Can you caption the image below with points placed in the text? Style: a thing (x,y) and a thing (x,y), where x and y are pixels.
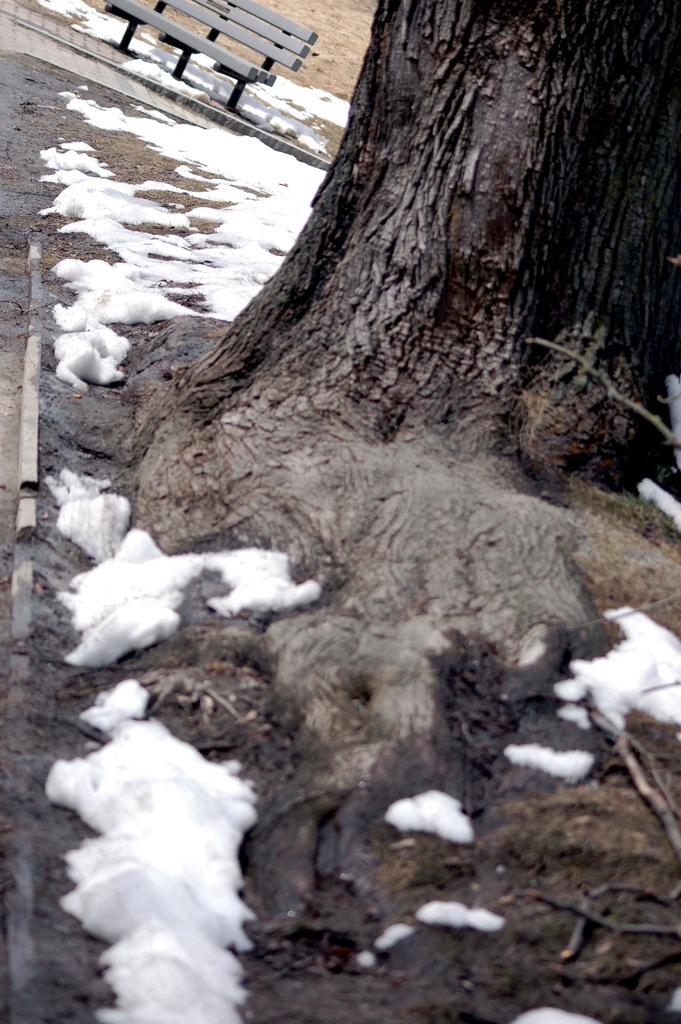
In this picture, we can see snow (152,294), tree (380,319) and behind the tree (416,250) there is a bench (277,48) on the path (3,240).
